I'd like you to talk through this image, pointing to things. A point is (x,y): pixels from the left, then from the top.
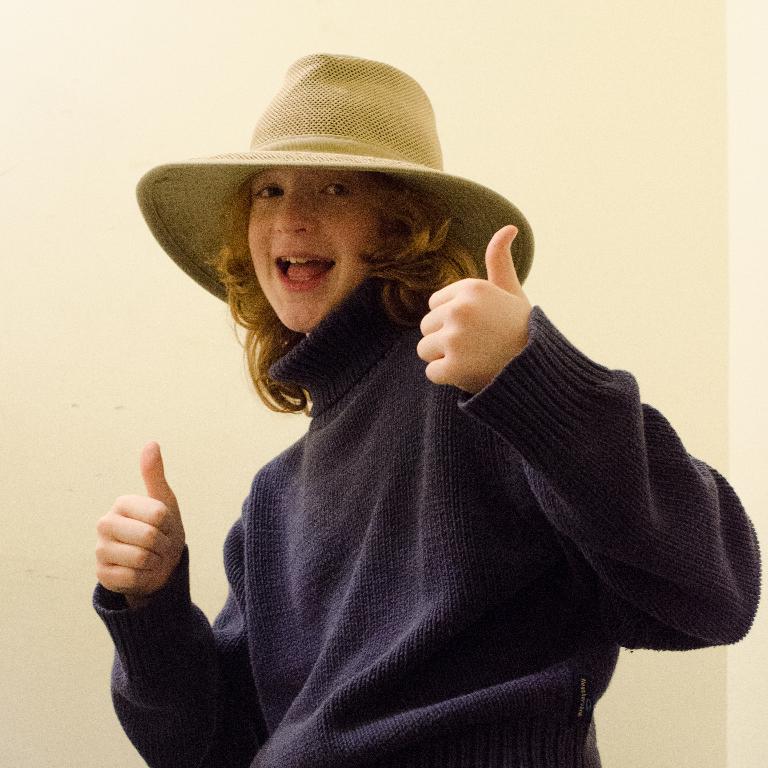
In this picture I can see a woman (479,421), she is wearing a sweater (488,518) and a hat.
